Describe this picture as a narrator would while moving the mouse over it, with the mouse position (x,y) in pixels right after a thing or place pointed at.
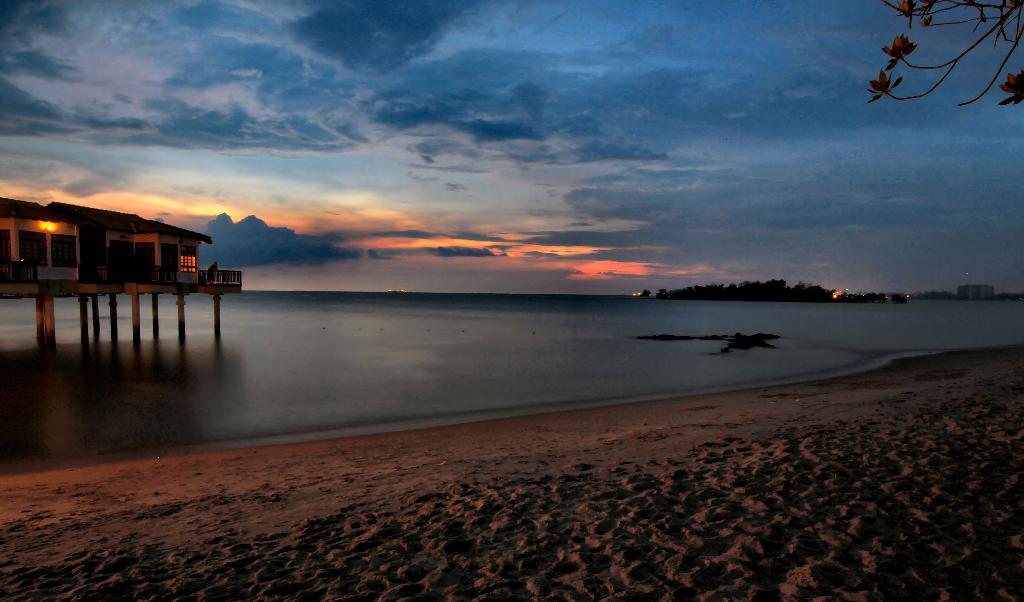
In this image there is a river (439,346), above the river (224,336) there is a building (155,266). In the background (583,268) there are trees (781,292), buildings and the sky (511,133).
